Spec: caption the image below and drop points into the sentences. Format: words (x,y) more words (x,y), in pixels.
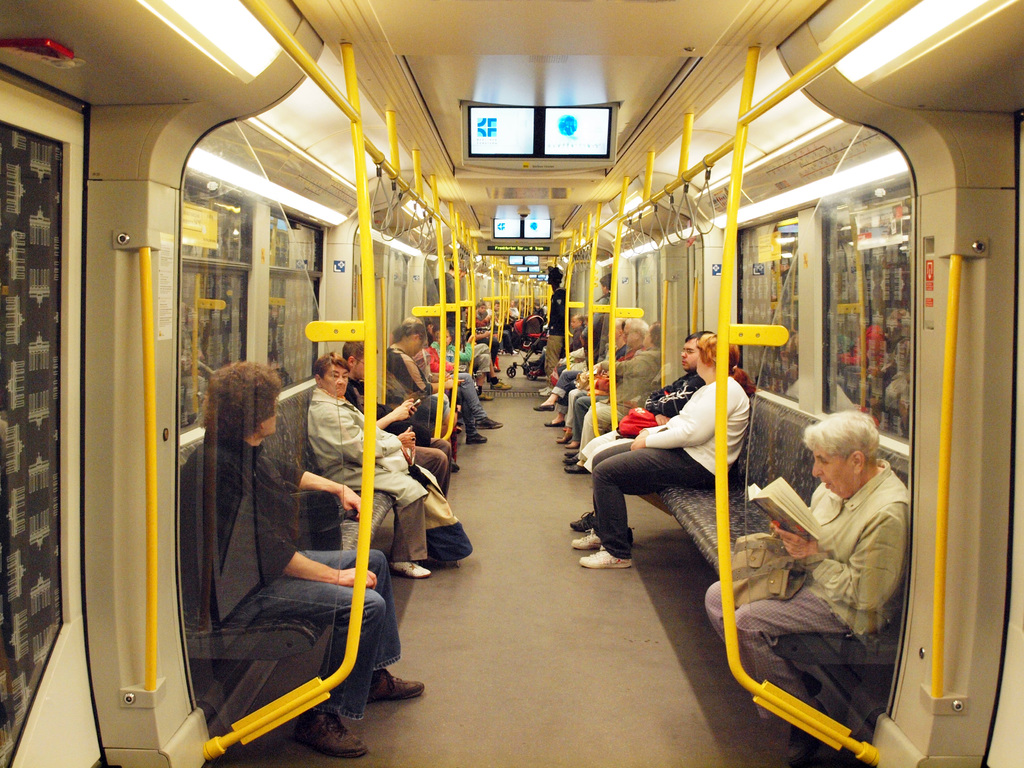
This is inside a train (482,497). There are handles (566,296), glass windows (763,255). Many people (441,444) are sitting on seats (763,448). One lady (788,540) is holding a book (784,485). Also there are screens (517,157).
